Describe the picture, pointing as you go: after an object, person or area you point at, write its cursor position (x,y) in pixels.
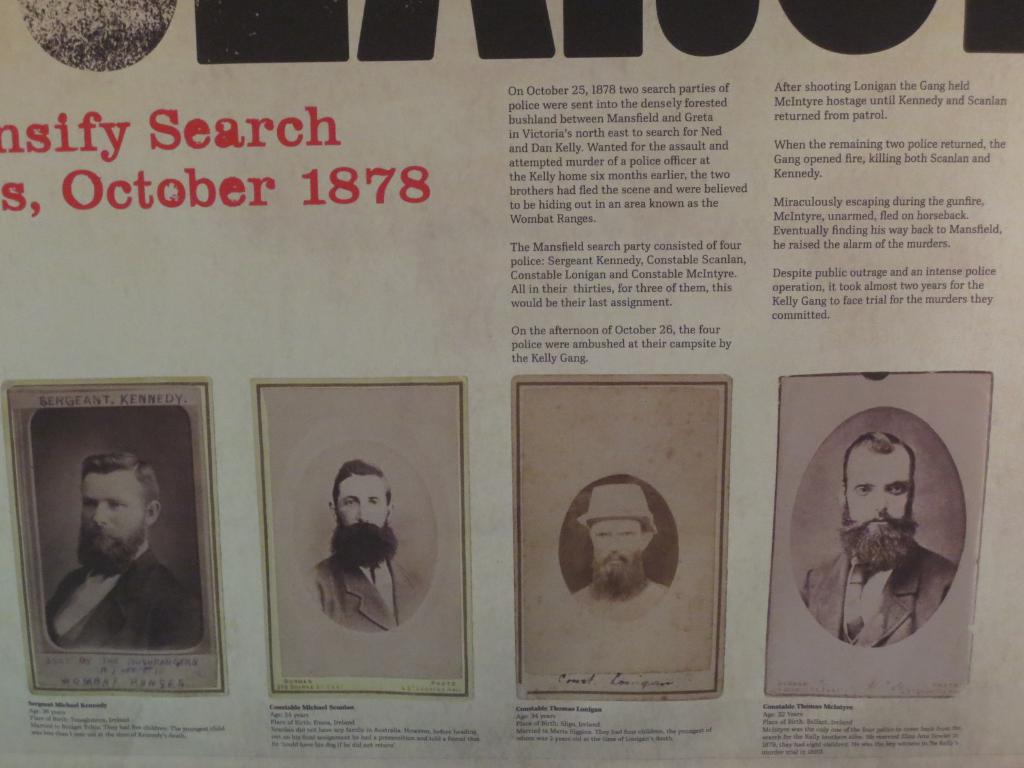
In the picture we can see magazine (75,343) with some information (965,230) and images (111,572) on it.
